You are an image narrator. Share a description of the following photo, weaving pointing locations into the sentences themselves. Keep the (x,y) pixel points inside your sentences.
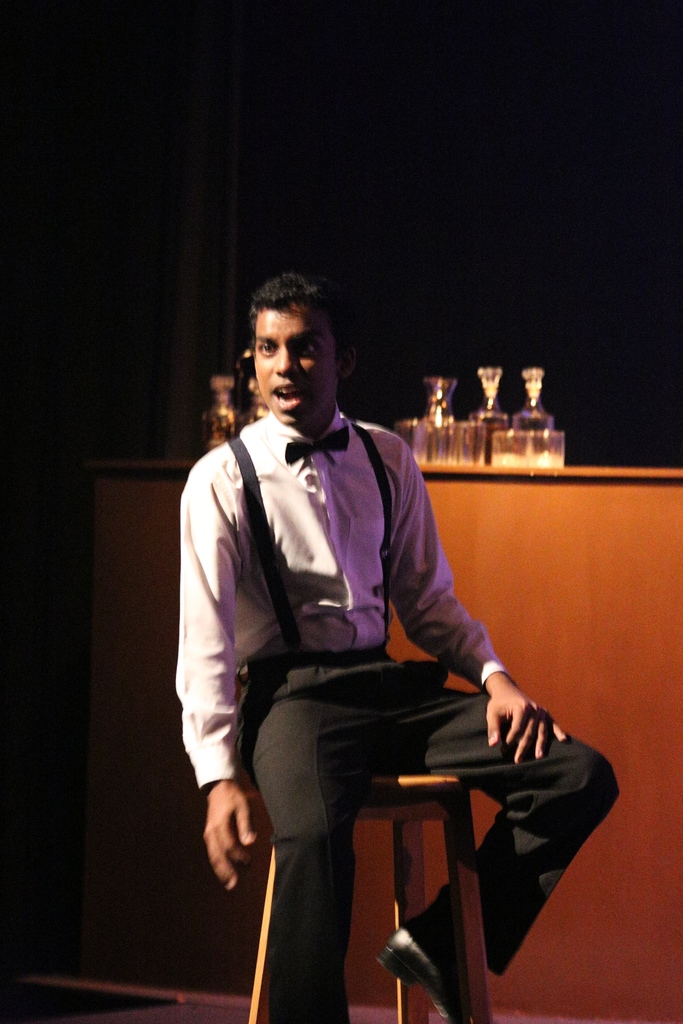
There is one man (385,634) wearing a white color shirt (309,496) and sitting on a stool (385,780) in the middle of this image (357,622), and there is a table (533,612) in the background (558,697). We can see there are some bottles (485,442) kept on this table (526,472), and it is dark at the top of this image (444,198).
